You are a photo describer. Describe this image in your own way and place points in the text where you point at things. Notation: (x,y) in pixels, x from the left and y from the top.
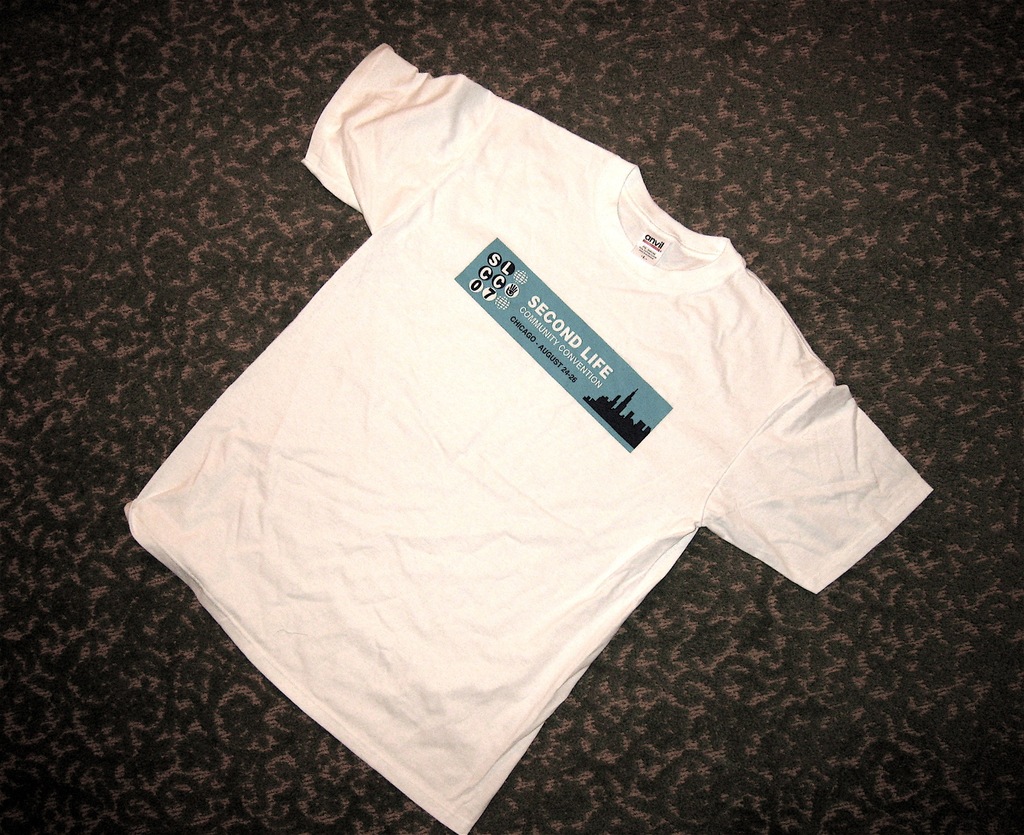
In this image we can see a printed T-shirt (581,413) on a surface (255,212).
